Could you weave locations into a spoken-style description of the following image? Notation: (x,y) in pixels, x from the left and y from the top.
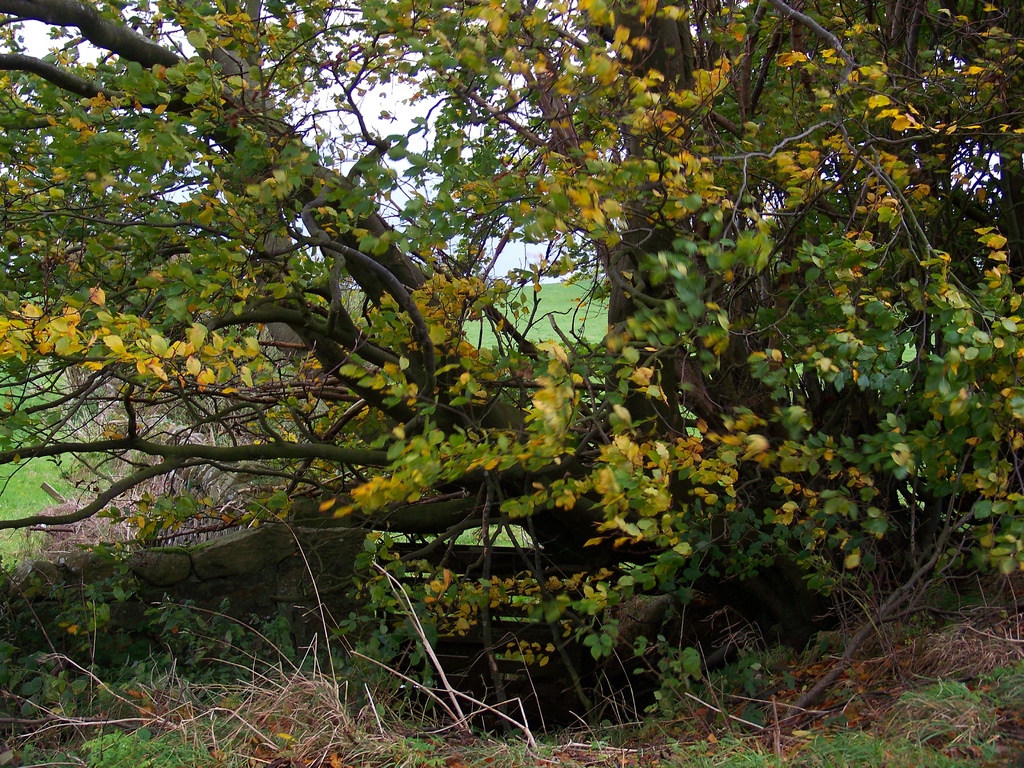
In the picture I can see the trees (598,69) and green leaves (481,383). I can see the grass (965,727) at the bottom of the picture (953,713). In the background (599,338), I can see the green grass (545,335). There are clouds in the sky (368,118).
